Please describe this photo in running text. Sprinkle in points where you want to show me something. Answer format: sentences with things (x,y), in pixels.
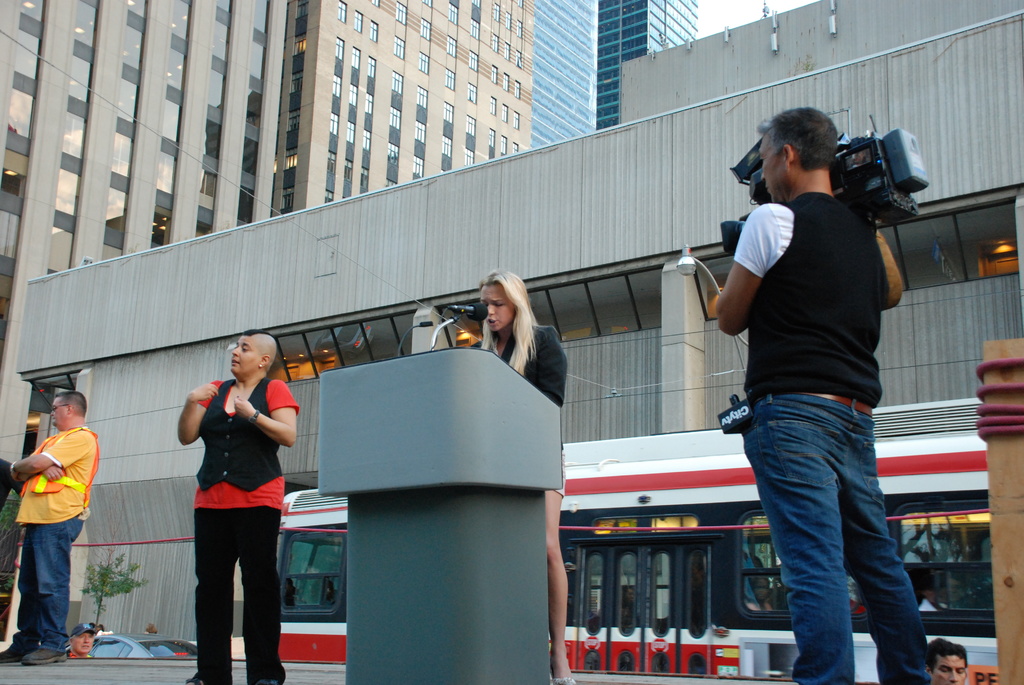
In this picture I can see there are few people (260,395) standing a man (65,446) on to left (53,449) and a man (867,433) on to right (765,198) holding a camera (760,179) and there are two women (524,338) here, one of them is standing here behind the grey podium (435,615) and the other is standing. In the backdrop (91,643) there are few people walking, few vehicles (588,595) moving and there are buildings (448,139) and the sky (759,13) is clear.
